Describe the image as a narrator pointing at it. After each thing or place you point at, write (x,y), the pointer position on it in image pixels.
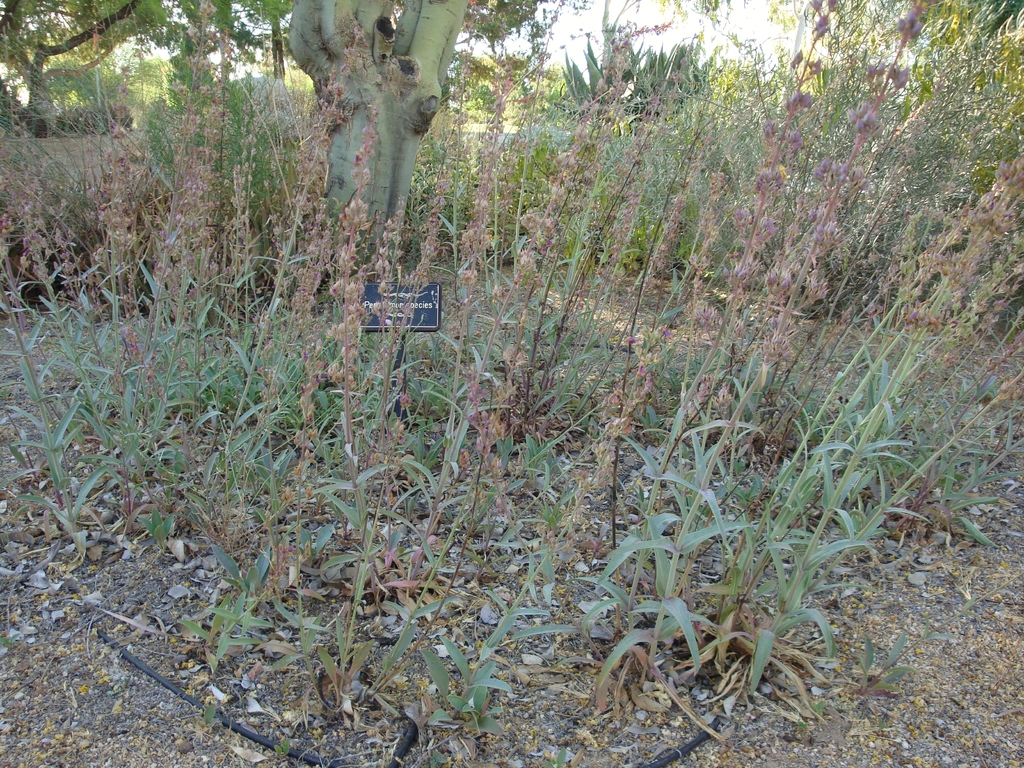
In this image there is a board (409,317) attached to the pole (401,355) which is on the land (440,613). There are few plants (498,503) and few trees (385,112) are on the land (991,721).
